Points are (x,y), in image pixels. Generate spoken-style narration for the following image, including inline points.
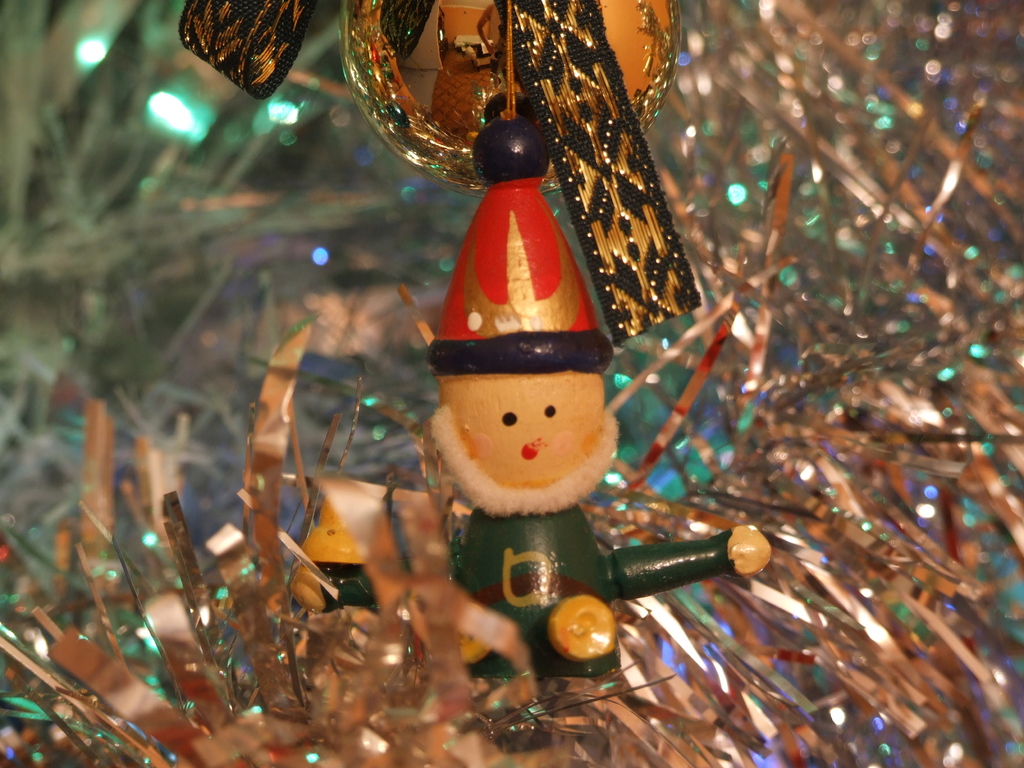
It is a decoration (437,523) and in between the decoration (700,367) there is a doll (476,539) of Santa Claus (488,514).
